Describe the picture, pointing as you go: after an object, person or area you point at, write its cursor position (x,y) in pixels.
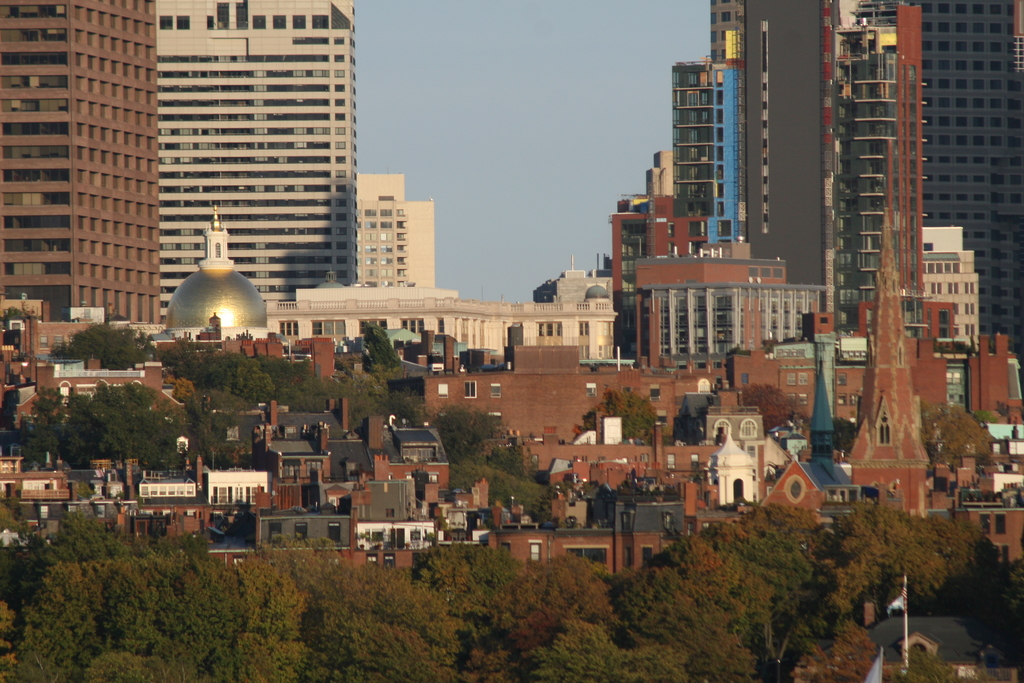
At the down side these are the green trees (417,577) and in the middle (433,381) these are the very big buildings (500,320).
